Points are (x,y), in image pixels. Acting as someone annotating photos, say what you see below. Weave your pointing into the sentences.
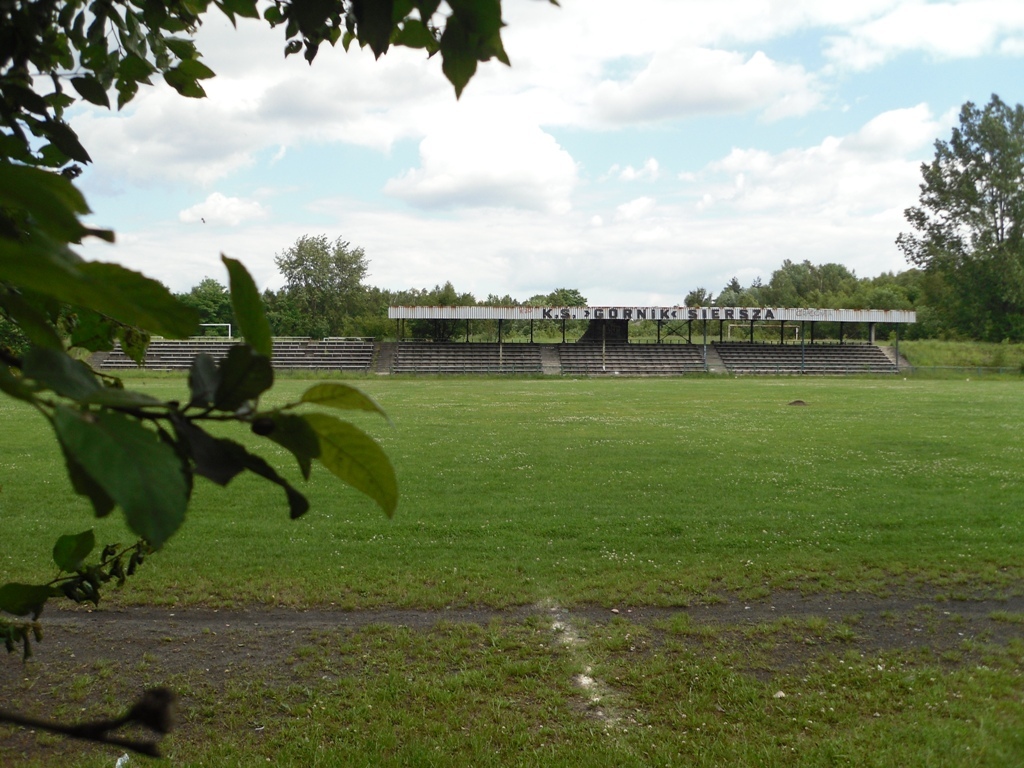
In this picture there is a stadium stand (626,323), beside that i can see the stairs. In the background (391,301) i can see many trees (954,317). On the left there is a bird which is flying in the air (148,241). On the right (871,428) i can see the plants (950,360) and grass (989,422). At the top (660,182) i can see the sky (568,102) and clouds (696,30).
